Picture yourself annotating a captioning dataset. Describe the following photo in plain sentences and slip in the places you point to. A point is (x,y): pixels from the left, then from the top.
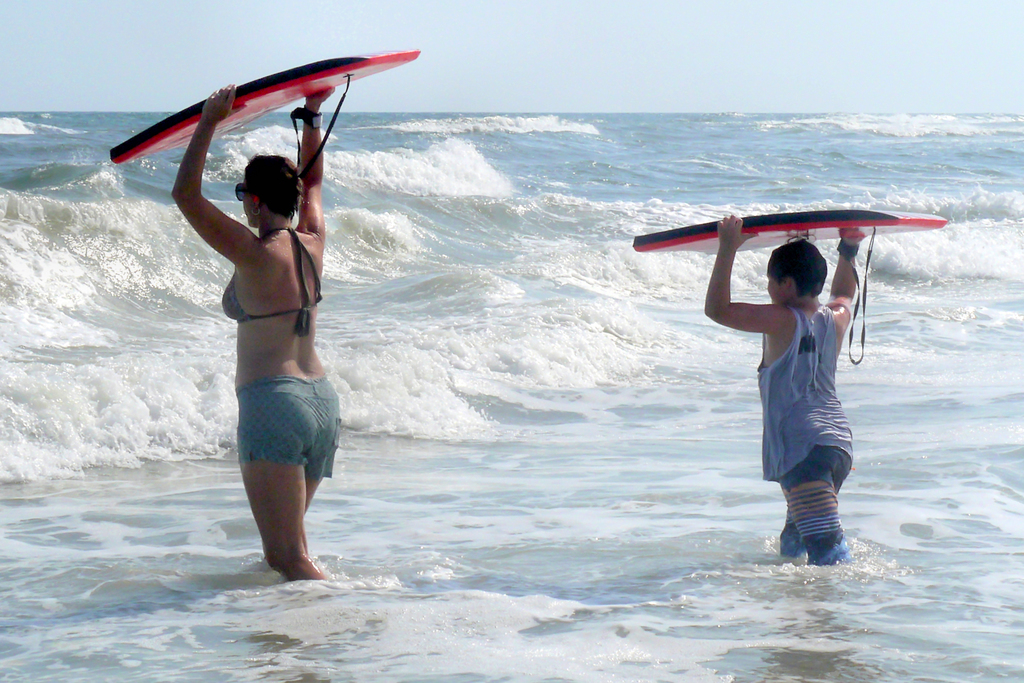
In this picture there is a woman (259,361) and a boy (783,371) holding a surfing board (714,229). There is also water (79,357).
